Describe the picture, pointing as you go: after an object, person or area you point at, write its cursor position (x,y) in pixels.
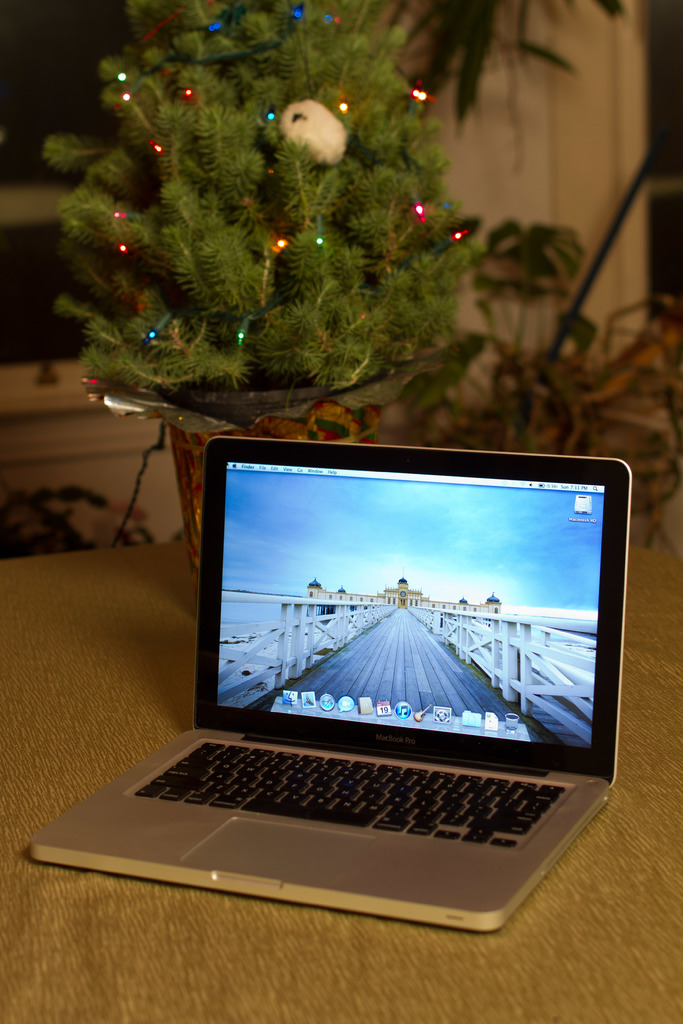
In this image there is a table (170,656) and we can see a laptop (335,702) and a houseplant (344,254) decorated with lights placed on the table (140,574). In the background (521,61) there is a wall (93,414) and we can see plants (519,390).
